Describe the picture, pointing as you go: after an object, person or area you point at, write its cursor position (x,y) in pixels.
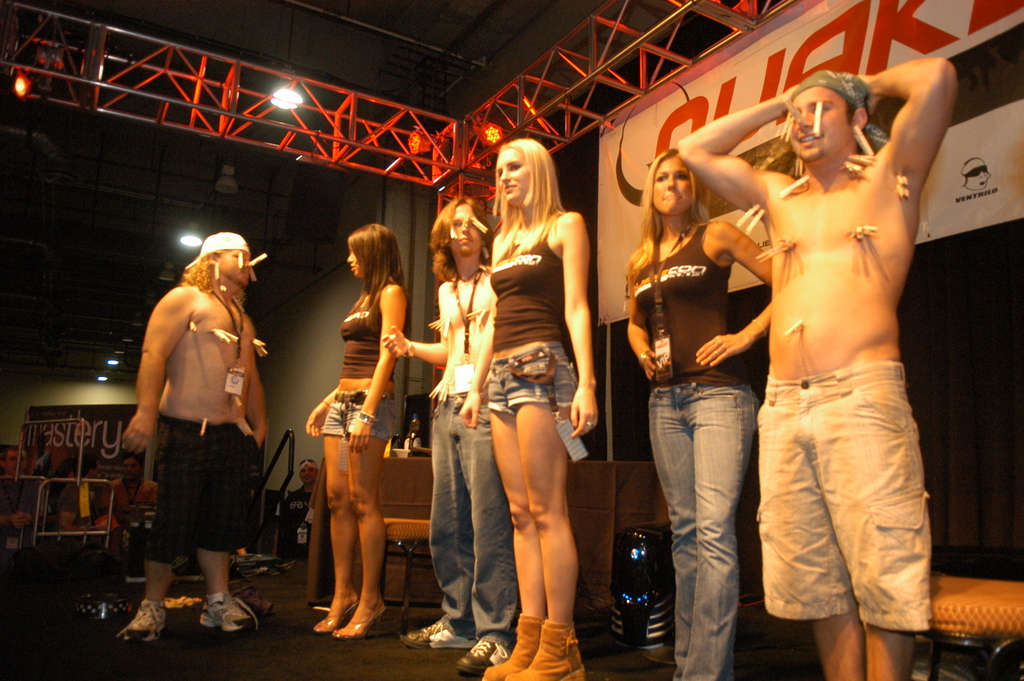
This picture shows the inner view of a building (380,112). There are some people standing on the stage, some chairs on the stage (301,586), one banner (630,230) with text (995,23) attached to the wall (961,393) backside of these persons (815,603) and some people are sitting on the chairs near the stage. There is one board (93,449) with text (92,447), backside of the sitting people (16,459). There are some iron rods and some lights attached to the ceiling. There is one table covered with brown tablecloth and some objects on the table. There are some objects (110,595) on the stage (297,627) and three people (485,627) on the stage (292,625) attach clips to their bodies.
